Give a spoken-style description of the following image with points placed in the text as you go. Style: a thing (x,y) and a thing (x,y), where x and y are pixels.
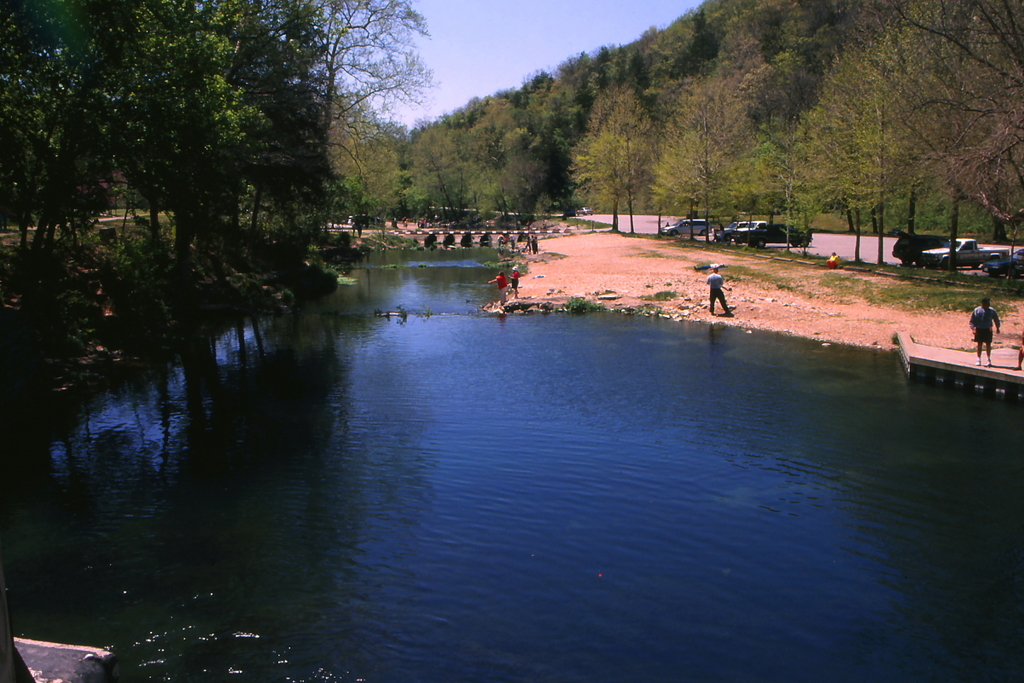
In this picture in the center (377,364) there is water (387,337). On the left side (191,199) there are trees (223,198). On the right side (716,270) there are persons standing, there are cars (702,226) and trees (810,151). In the background (411,190) there is a bridge (428,231) and there are trees (428,181).
